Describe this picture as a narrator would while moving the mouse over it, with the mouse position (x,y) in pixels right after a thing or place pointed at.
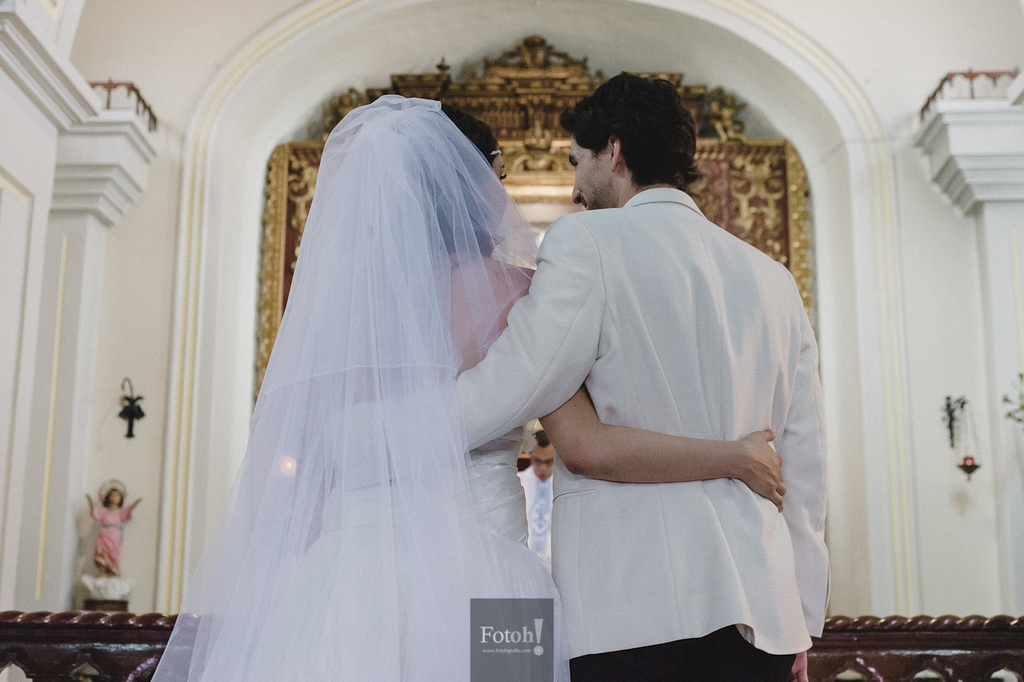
This picture is inside view of a church (1009,510). In the center of the image (465,353) a lady (446,335) and a man (625,404) are standing. In the background of the image (190,271) we can see some sculptures (106,543), table (955,632), wall (814,98) are present.
